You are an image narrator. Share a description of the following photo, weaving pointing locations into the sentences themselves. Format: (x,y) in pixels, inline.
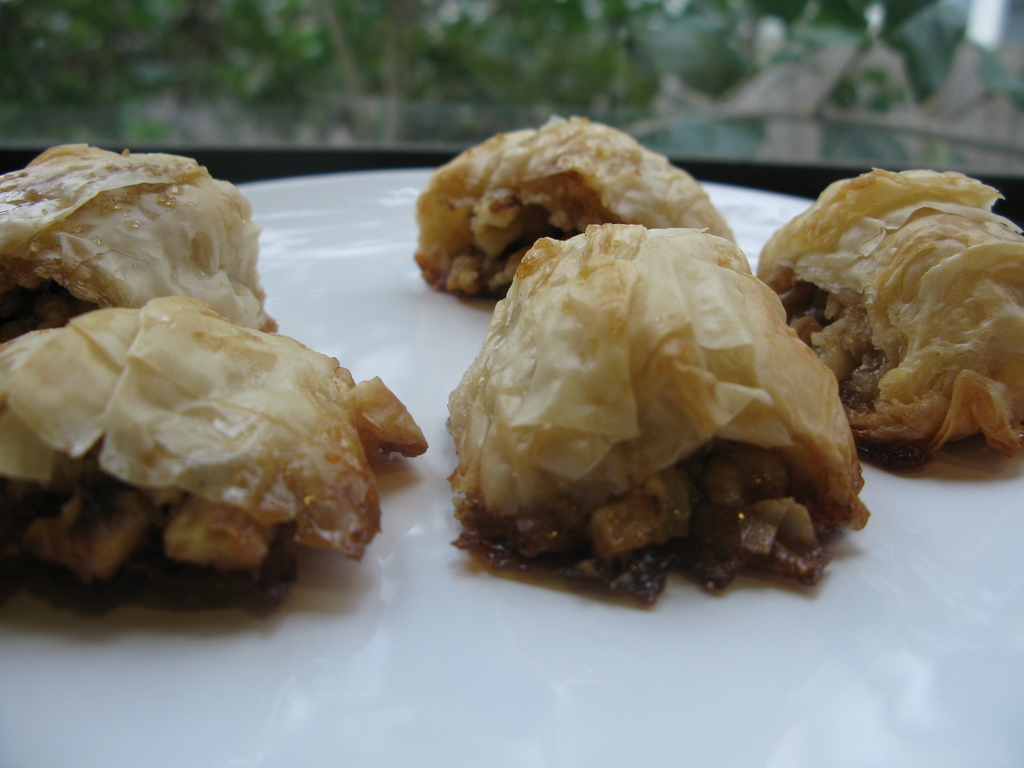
In this image we can see food pieces (413,428) in the plate (445,644).
